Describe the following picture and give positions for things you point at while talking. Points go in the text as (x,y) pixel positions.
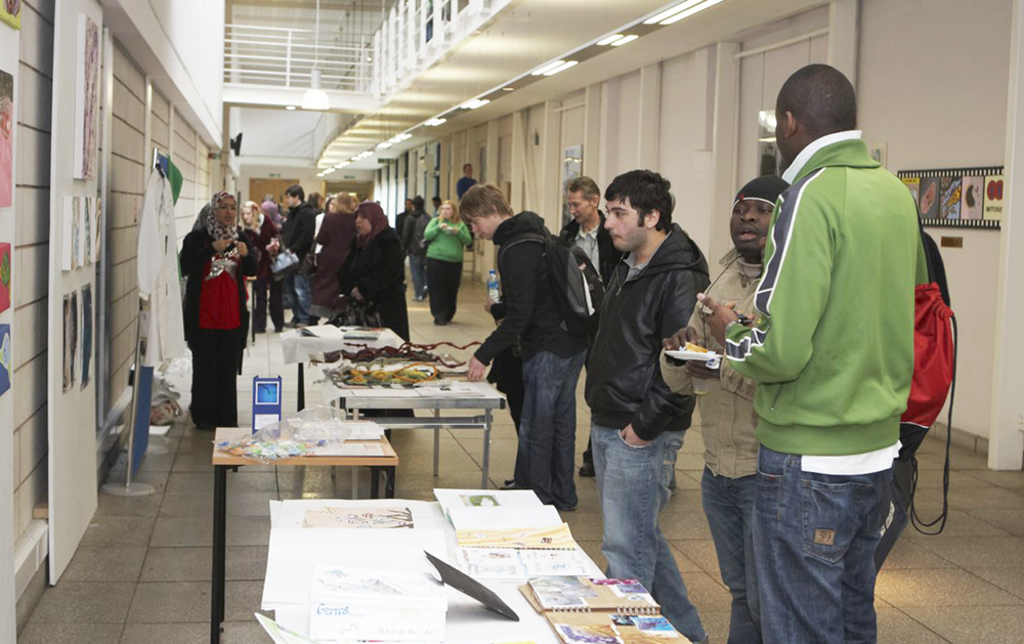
There are group of people (404,241) standing. These are the tables (440,540) with books (557,617), papers (368,582) and few other objects (385,380) placed on it. I can see few posters (71,319) attached to the board (75,433). I think these are the pillars (489,145). This looks like a coat (149,258), which is hanging to the hanger (165,174). I can see a man (726,390) holding a plate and standing.
